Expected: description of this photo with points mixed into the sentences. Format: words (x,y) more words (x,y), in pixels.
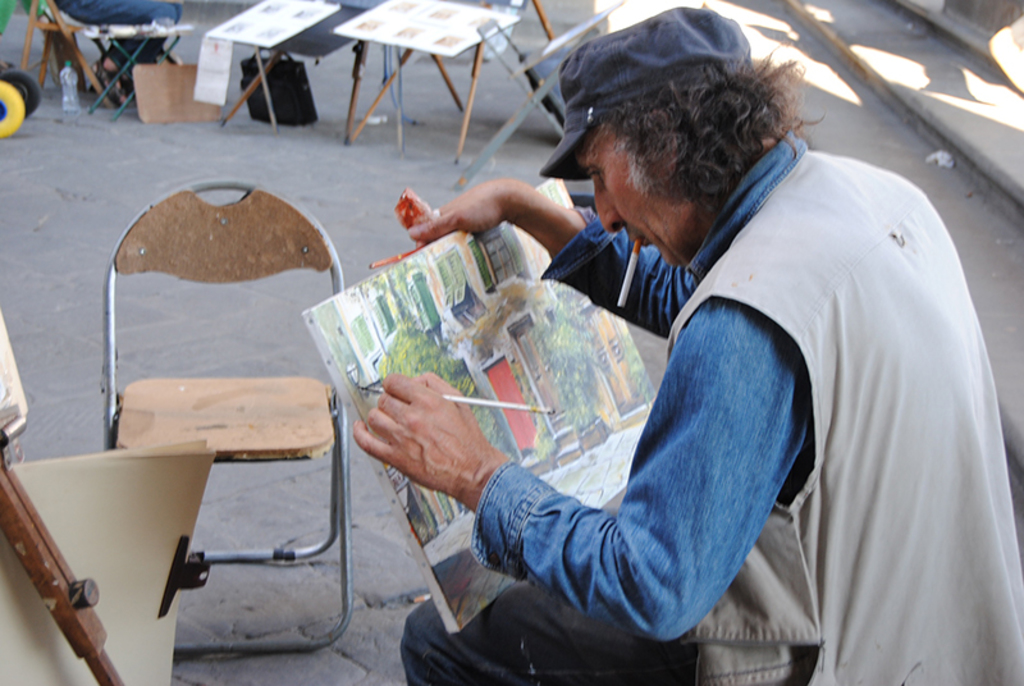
In this image I can see a man (692,275) is holding a brush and a painting (554,328). I can also see a cigarette (636,254) in his mouth (647,244) and he is wearing a cap (634,52). In the background (181,416) I can see few chairs (193,435) and a bottle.
